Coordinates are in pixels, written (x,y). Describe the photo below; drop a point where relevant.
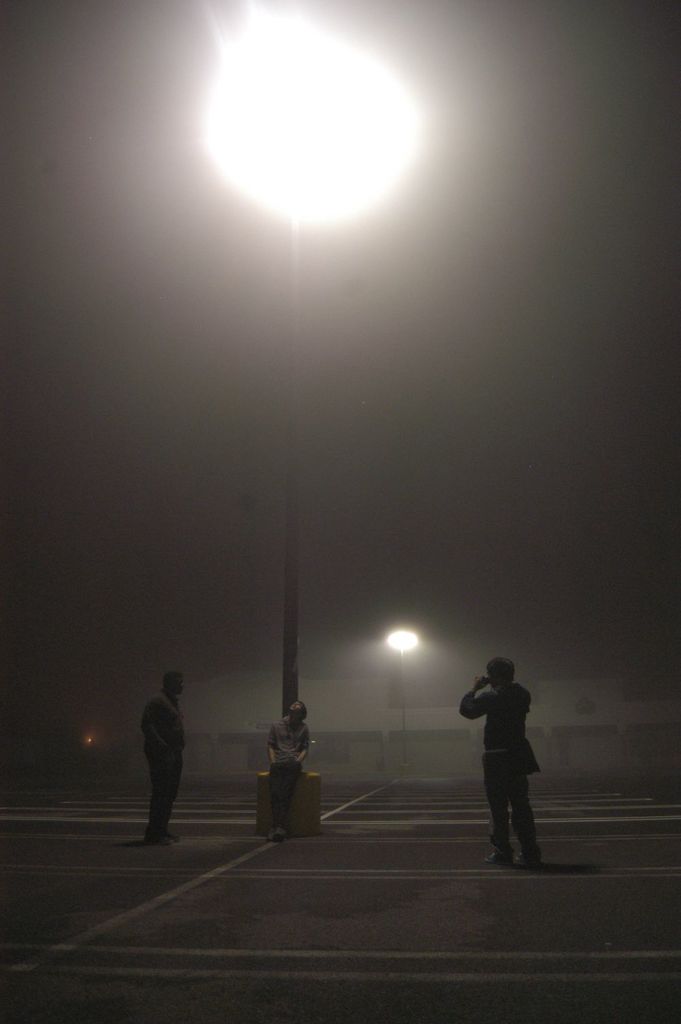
In the foreground of the picture (532,819) I can see three men (517,750). There is a man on the right side (499,754) and looks like he is capturing an image. I can see the light poles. In the background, I can see the building (422,737).
